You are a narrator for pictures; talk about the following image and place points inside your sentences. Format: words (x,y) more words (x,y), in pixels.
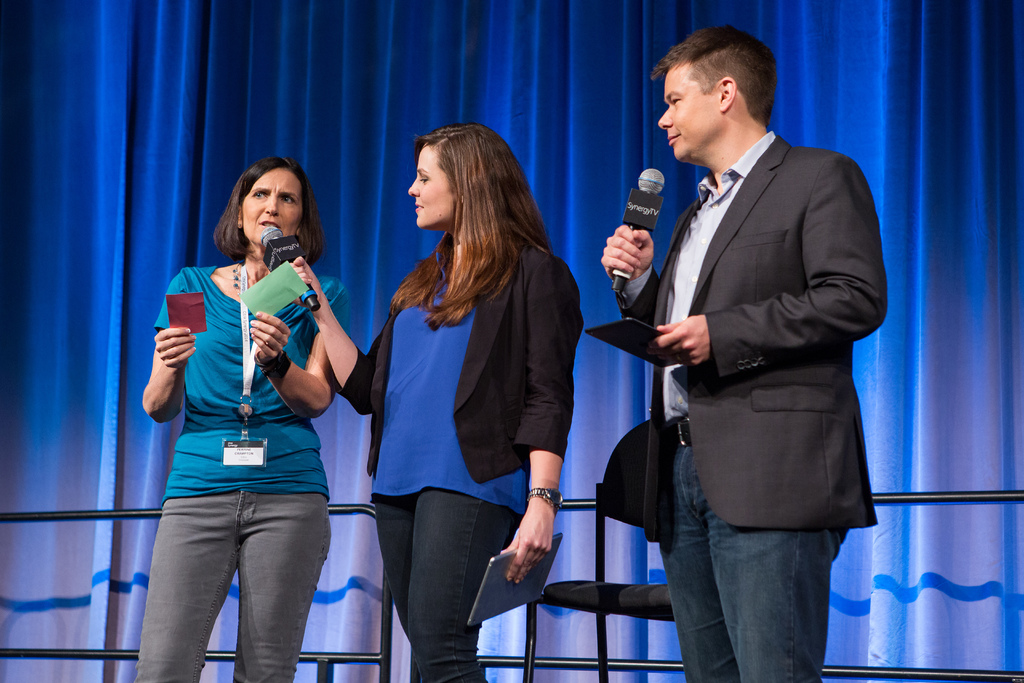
In this image, there are a few people (750,536) holding some objects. We can see a chair (603,673) and the fence (616,664). In the background (25,163), we can see some curtains (1006,179).
